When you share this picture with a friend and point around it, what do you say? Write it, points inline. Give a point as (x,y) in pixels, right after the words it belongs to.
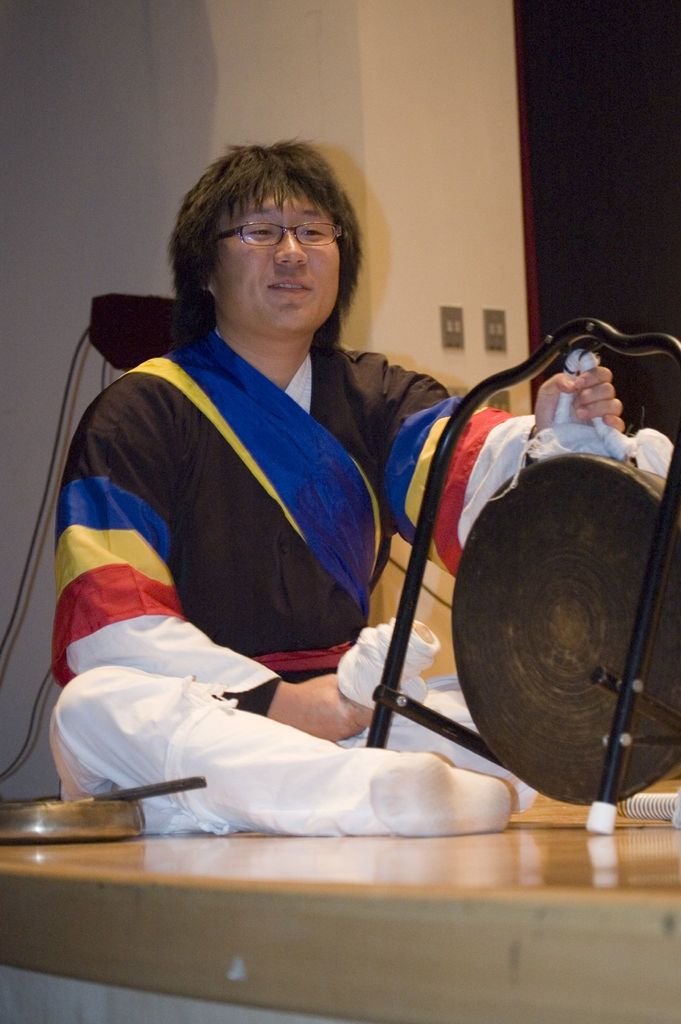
This image is taken indoors. In the background (114,183) there is a wall (196,159) and there are two wires (11,625). At the bottom of the image (332,931) there is a dais (311,840). In the middle of the image (350,426) a man (249,608) is sitting on the dais (324,839) and he is holding something in his hands (581,396) and there is a plate (52,818) on the dais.
